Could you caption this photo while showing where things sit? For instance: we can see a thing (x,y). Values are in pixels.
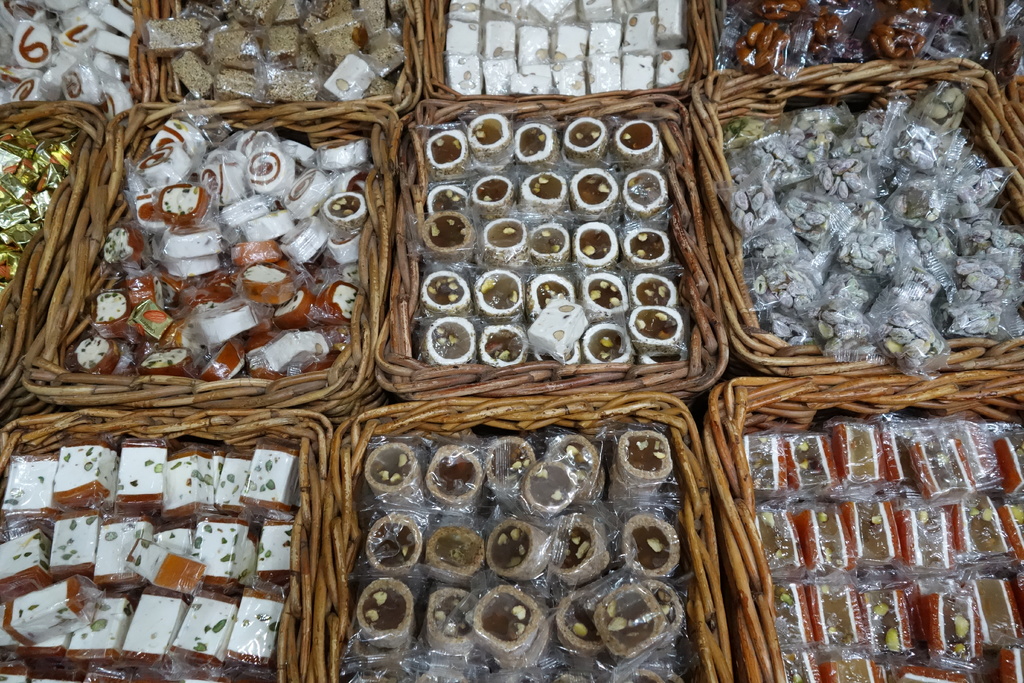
In this image we can see sweets (117,93) placed in a baskets (712,91).
